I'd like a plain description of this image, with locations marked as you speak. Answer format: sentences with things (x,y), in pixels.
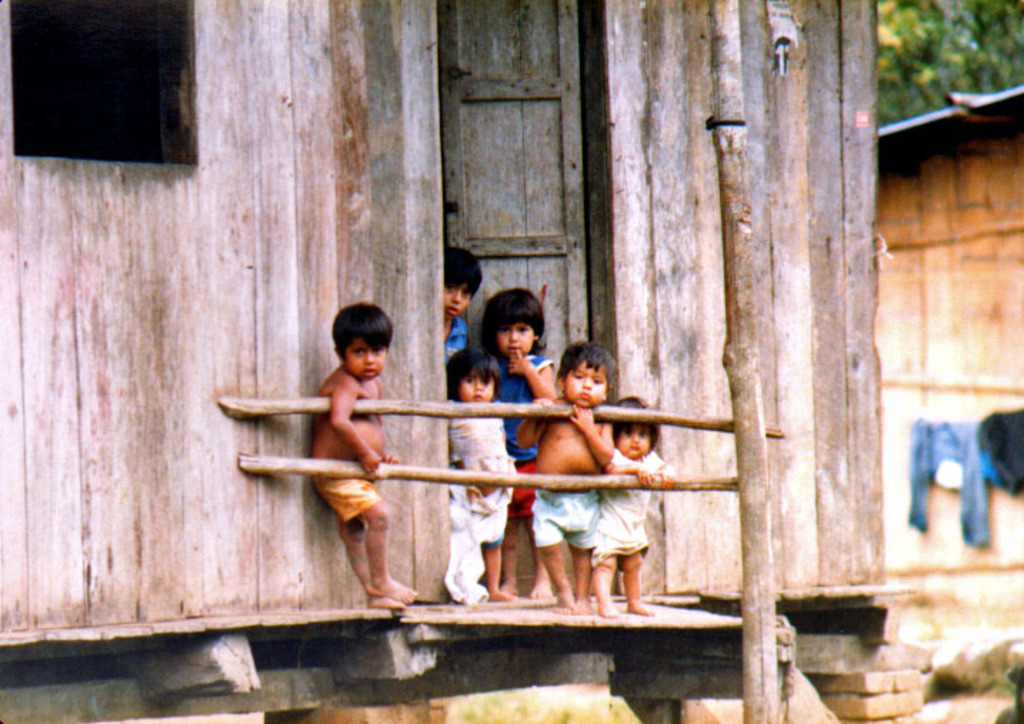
Here in this picture we can see number of children (491,389) present on a wooden board (327,611) and in front of them we can see a wooden railing (431,410) and behind them we can see a house (767,207) and we can see a window (39,75) and a door (539,53) also present over there and on the right side (937,483) we can see some clothes (1001,453) hanging on a wire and we can also see trees (930,62) present over there.
